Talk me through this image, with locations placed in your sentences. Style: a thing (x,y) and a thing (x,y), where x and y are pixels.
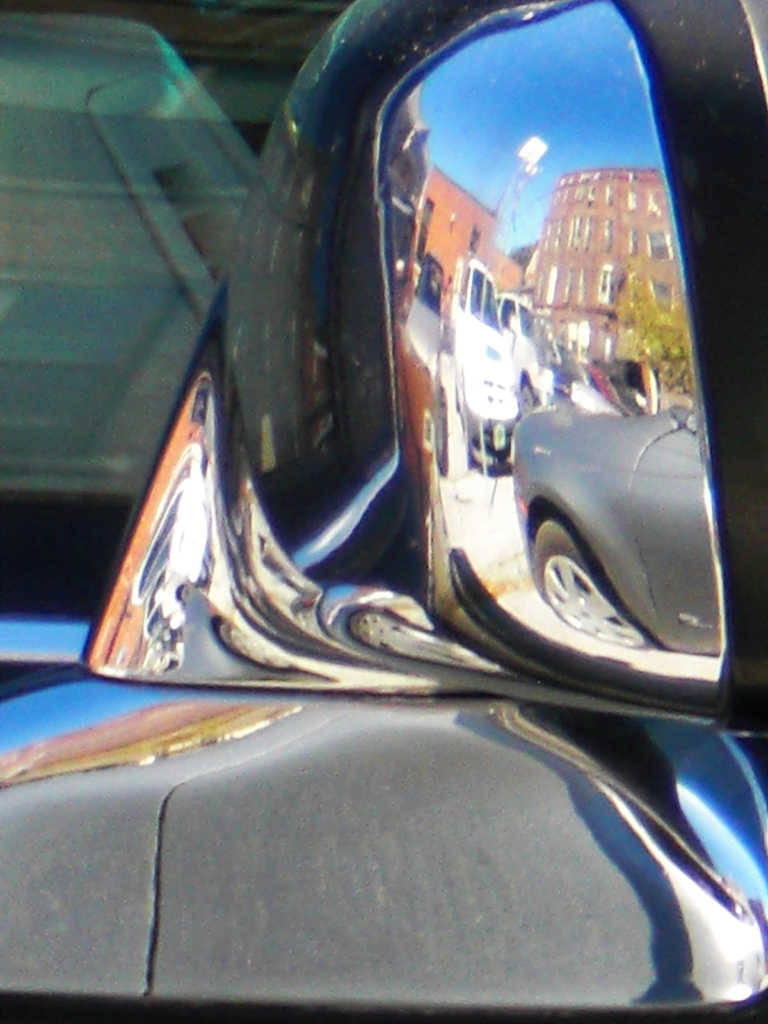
In this picture we can see a side view mirror (746,271) and some objects (654,743), here we can see vehicles (655,552), buildings (585,333), trees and some objects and we can see sky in the background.
